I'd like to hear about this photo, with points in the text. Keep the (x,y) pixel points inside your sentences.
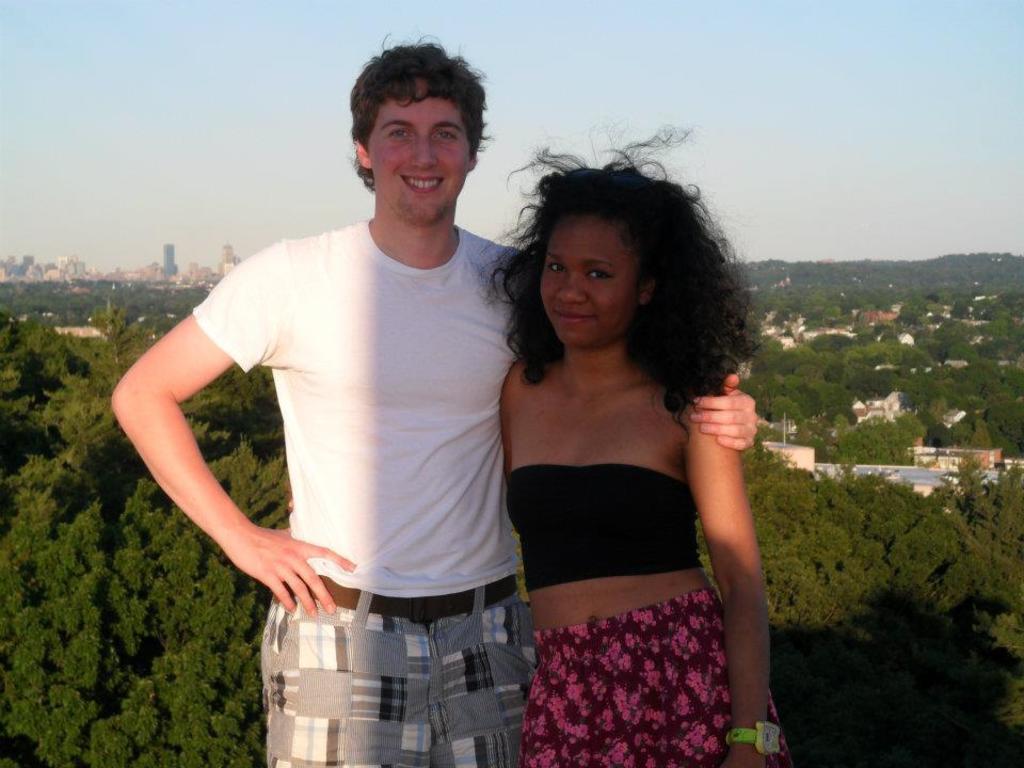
In the image there is a man (440,400) and woman (522,409), both are posing for the photo and behind them there are many trees (975,516) and houses (23,265).
